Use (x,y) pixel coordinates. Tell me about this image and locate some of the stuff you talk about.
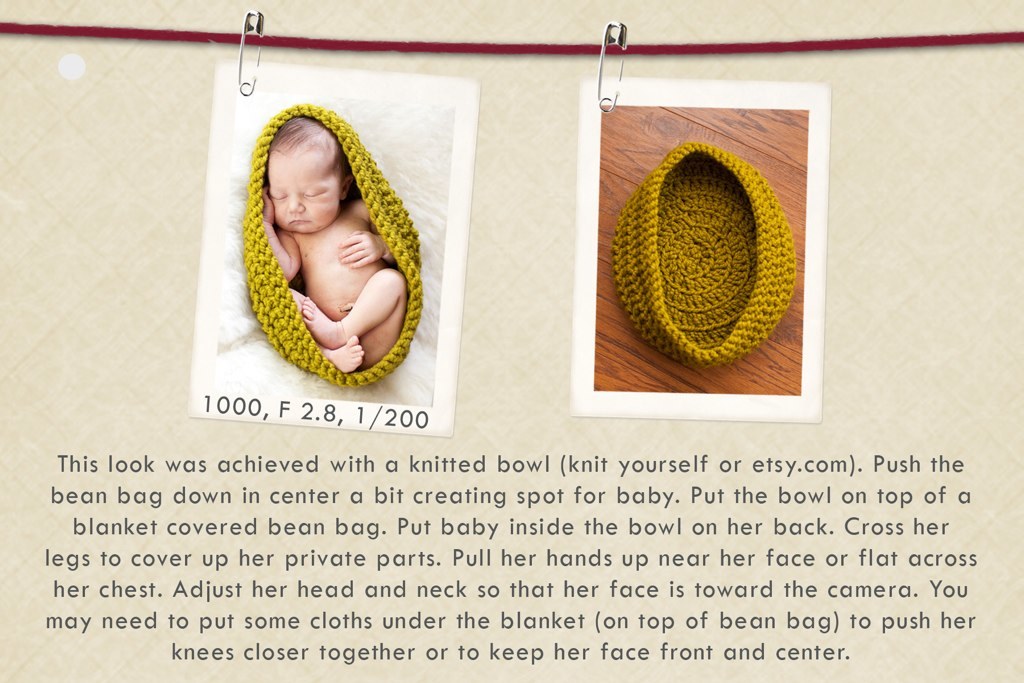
These safety pins (617,35) are pinned to these photos (609,115) and rope (284,39). Something written on this image. In this picture we can see baby (331,224) is sleeping. In the other image we can see crochet (771,265) on wooden surface (656,364).
